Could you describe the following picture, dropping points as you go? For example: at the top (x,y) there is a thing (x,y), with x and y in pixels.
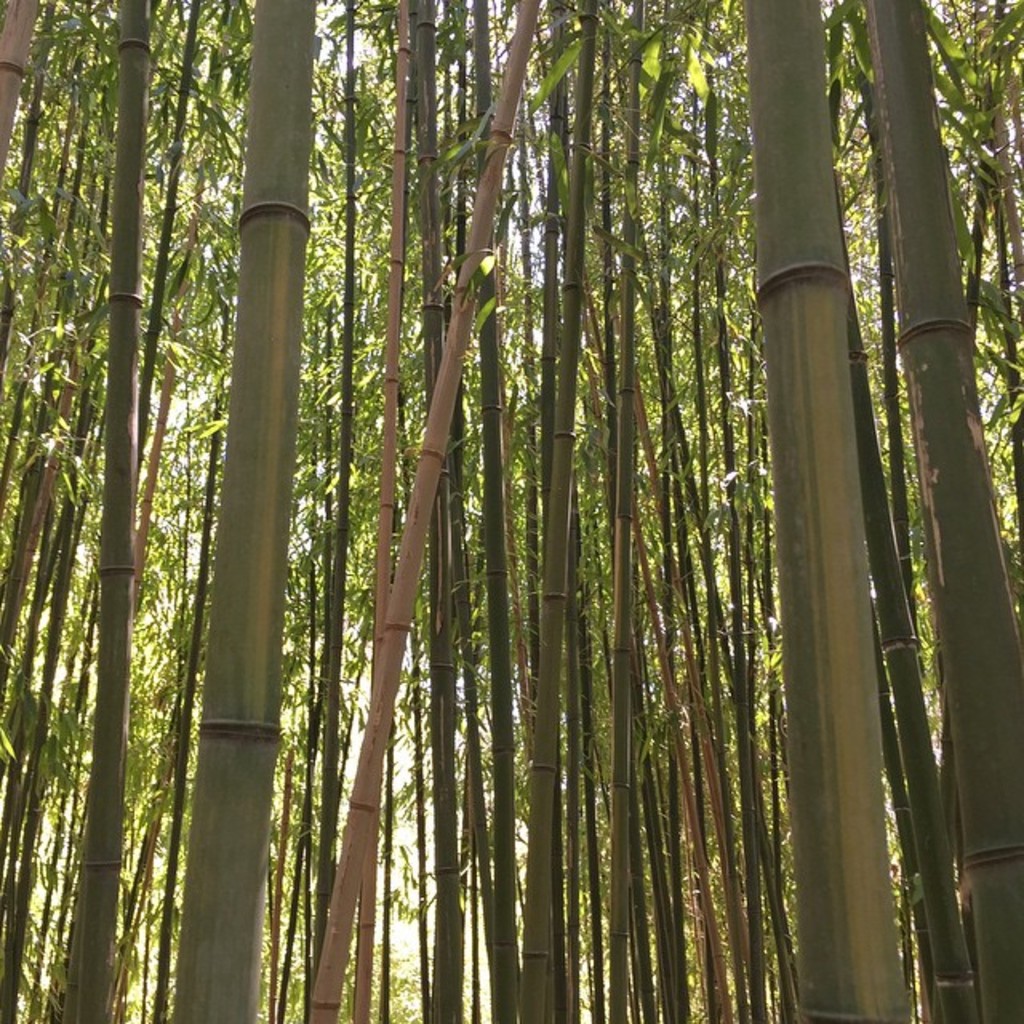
In this picture I can observe some trees (708,711). In the background (460,842) there is sky (163,531).
